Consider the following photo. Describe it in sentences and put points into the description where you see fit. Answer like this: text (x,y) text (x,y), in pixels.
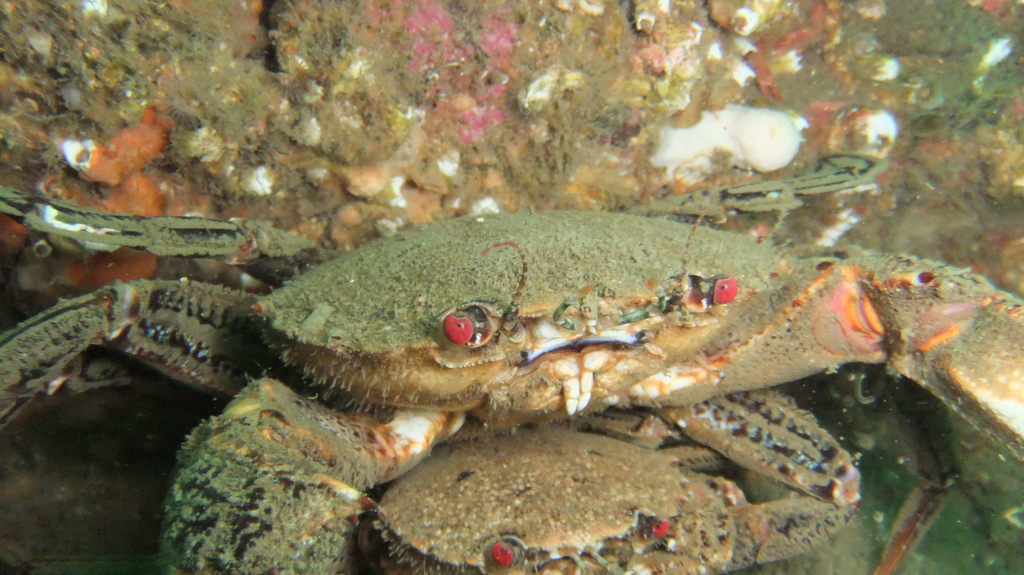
In this picture we can see the crabs (510,455) and they are looking like corals (880,54) in the water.
